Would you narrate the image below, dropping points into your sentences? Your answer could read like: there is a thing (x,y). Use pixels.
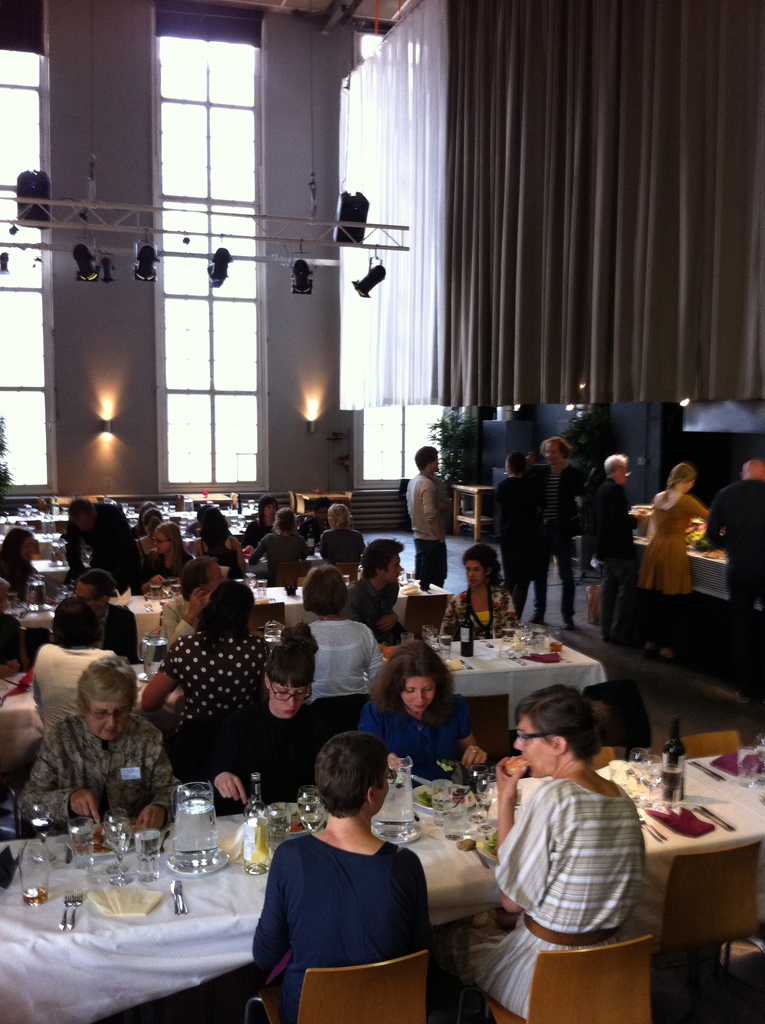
In this image I can see the group people (380,733) sitting In front of the table (437,850) and there are some food vessels (200,840) on the table (470,886). At the back (364,375) there are lights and the curtain (484,368).
